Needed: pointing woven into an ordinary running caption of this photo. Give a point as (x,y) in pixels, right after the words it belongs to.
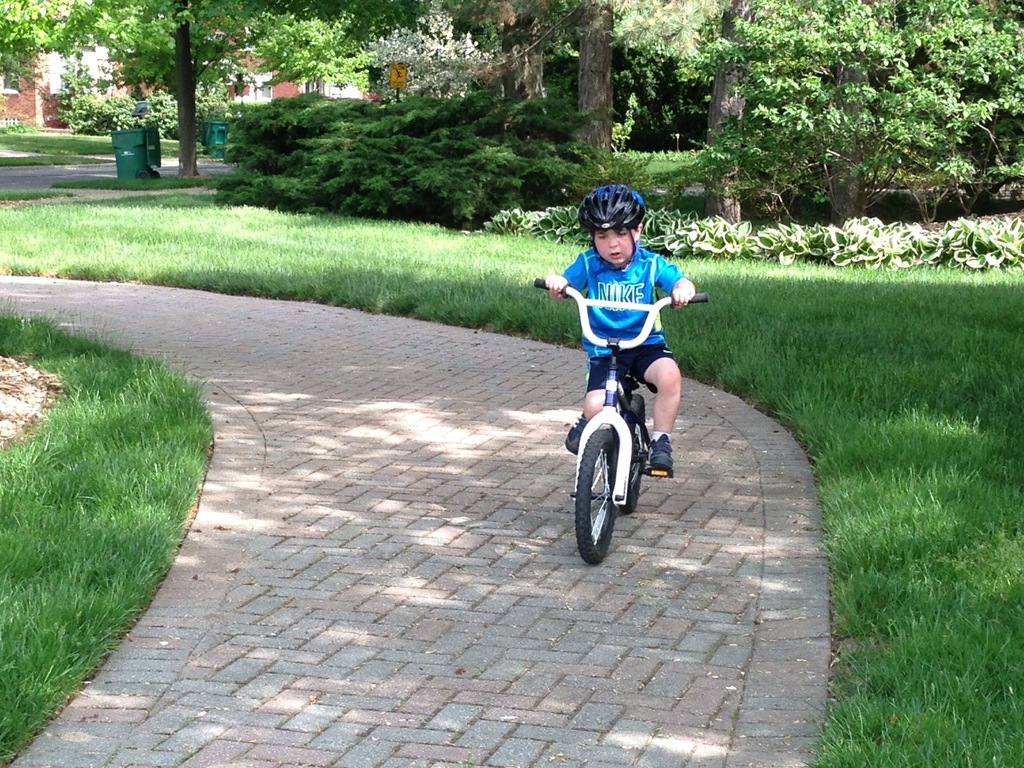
There is a kid (586,413) riding a bicycle (596,513). This is grass (980,710) and there are plants (528,176). Here we can see bins (220,128), board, trees (394,44), and a house (275,83).
